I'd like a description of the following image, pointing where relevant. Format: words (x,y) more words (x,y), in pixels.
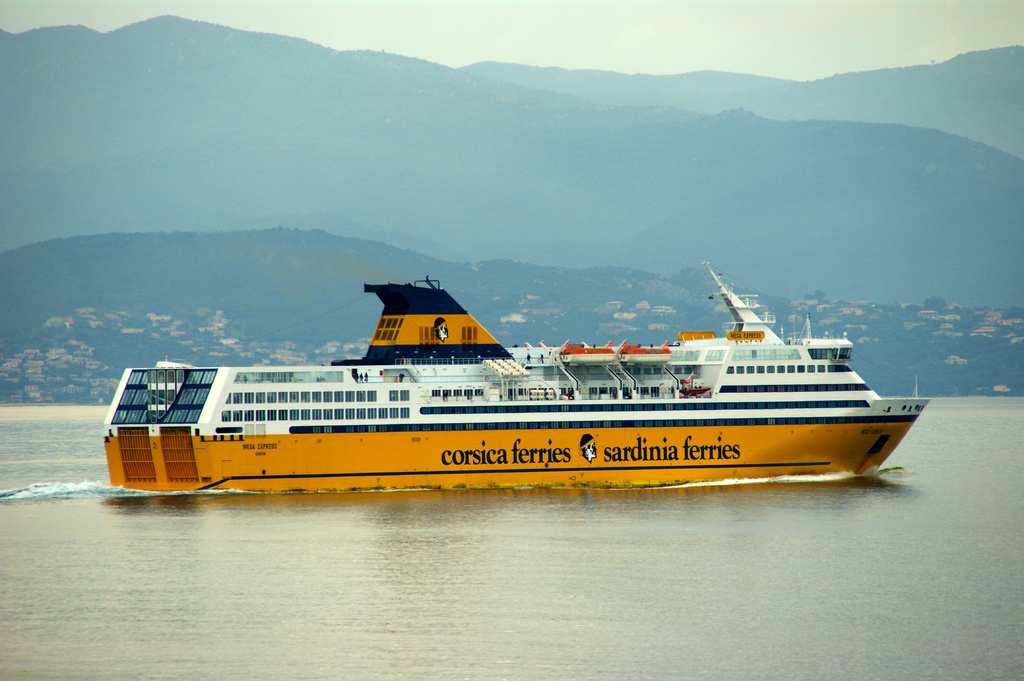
There is water (253,582). Also there is a ship (287,415) with windows (347,415) on the water (454,503). And something is written on the ship (556,472). In the background (344,209) there are hills (439,100) and sky (341,31).
